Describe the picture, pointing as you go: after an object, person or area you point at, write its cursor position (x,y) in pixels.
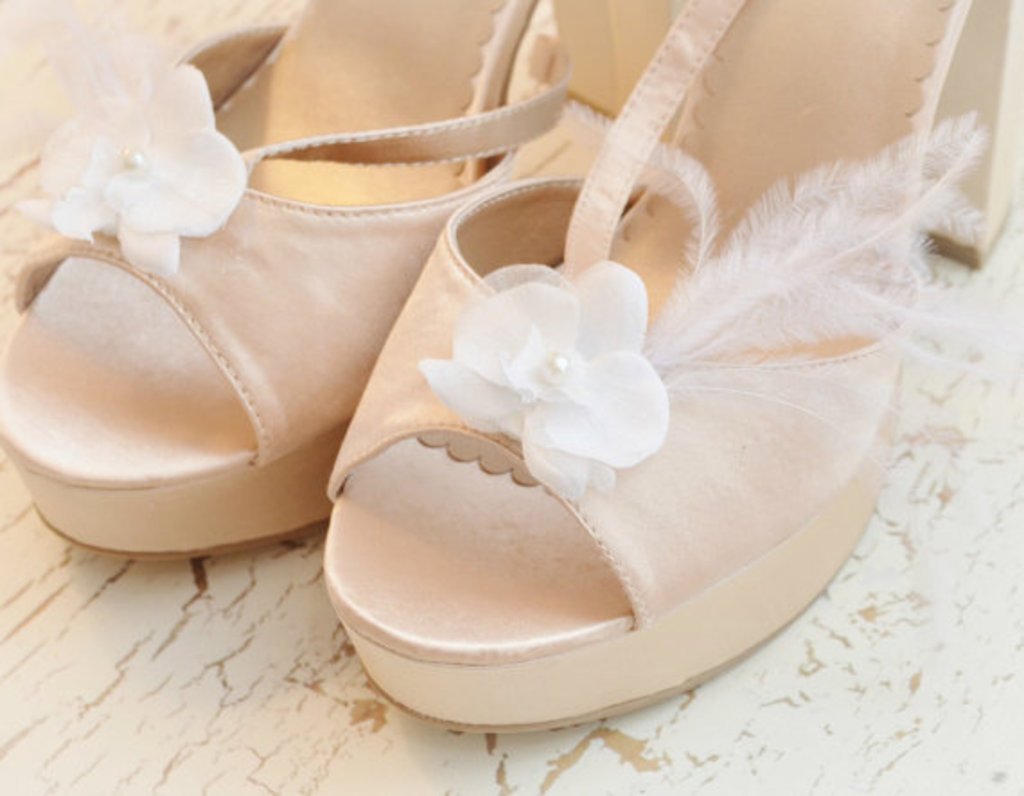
In this image I can see a white and brown colored surface (278,702) and on it I can see a pair of footwear (603,208) which is cream and white in color.
